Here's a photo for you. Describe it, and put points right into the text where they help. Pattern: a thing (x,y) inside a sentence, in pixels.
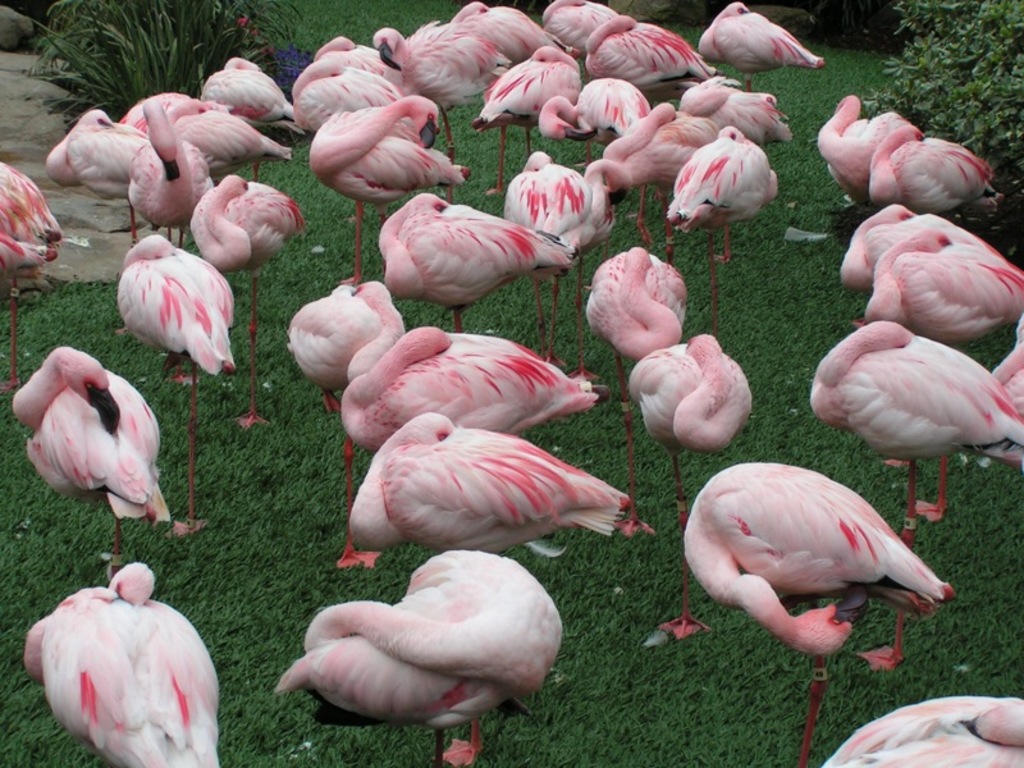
In this picture we can see a group of birds (942,516) on the grass (598,466). In the background (65,42) we can see stones (19,38) and plants (958,51).
